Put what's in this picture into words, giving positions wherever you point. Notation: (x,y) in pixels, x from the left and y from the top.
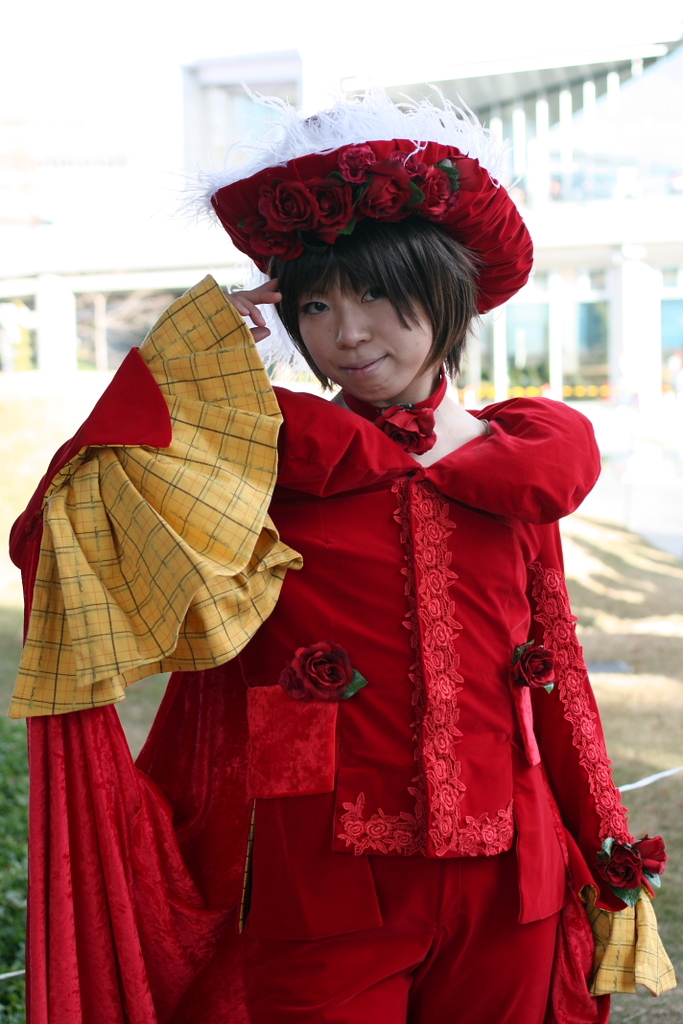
In this image I can see a woman (340,692) standing, wearing a red dress (647,903). There is a building (579,58) at the back (29,300).
